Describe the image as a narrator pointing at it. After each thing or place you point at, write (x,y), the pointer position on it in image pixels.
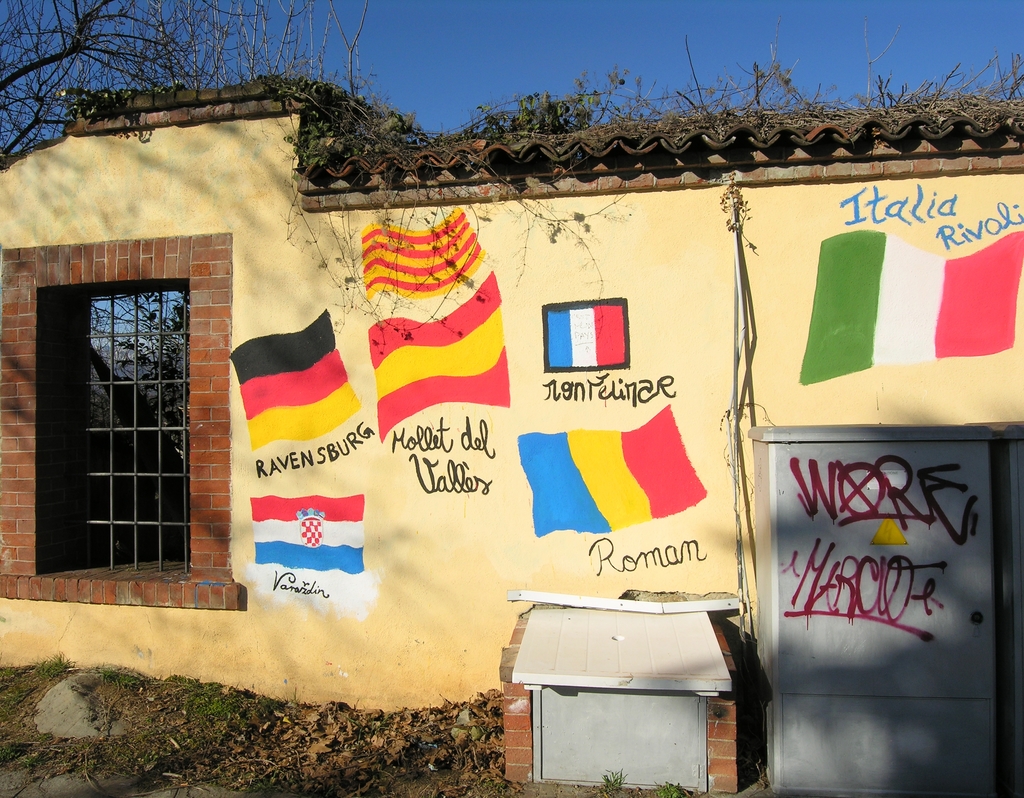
There are different flags (459,367) on this wall (556,411), in the left side (116,436) it is an iron grill (112,379).
